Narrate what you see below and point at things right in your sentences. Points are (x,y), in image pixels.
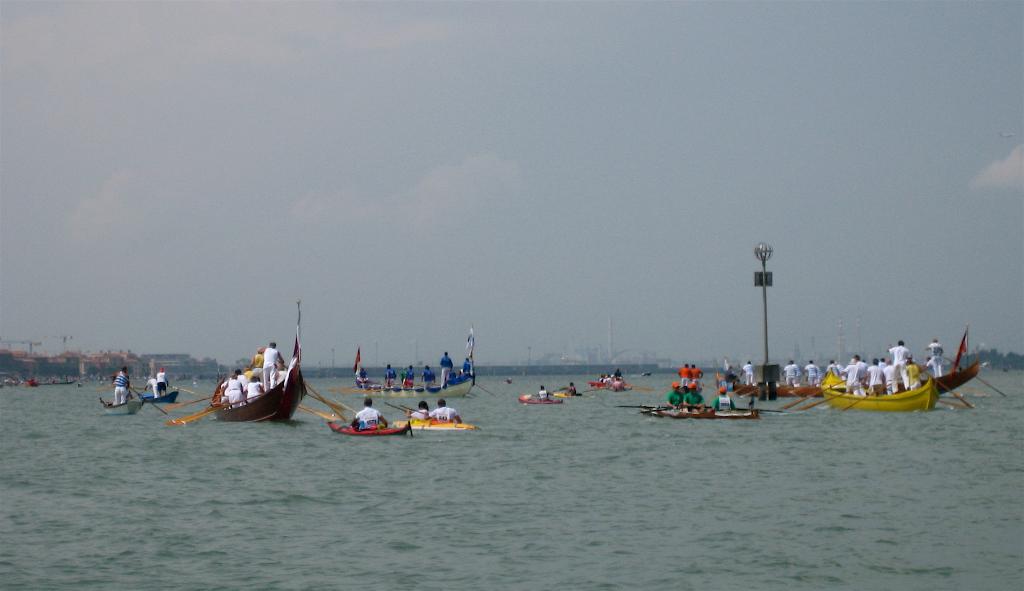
In this image we can see persons (274,367) in the boats (291,388) on the water (967,430). At the top of the image (363,119) we can see sky (470,188) with clouds (470,188) and a pole (768,381) in the middle of the water (723,445).
